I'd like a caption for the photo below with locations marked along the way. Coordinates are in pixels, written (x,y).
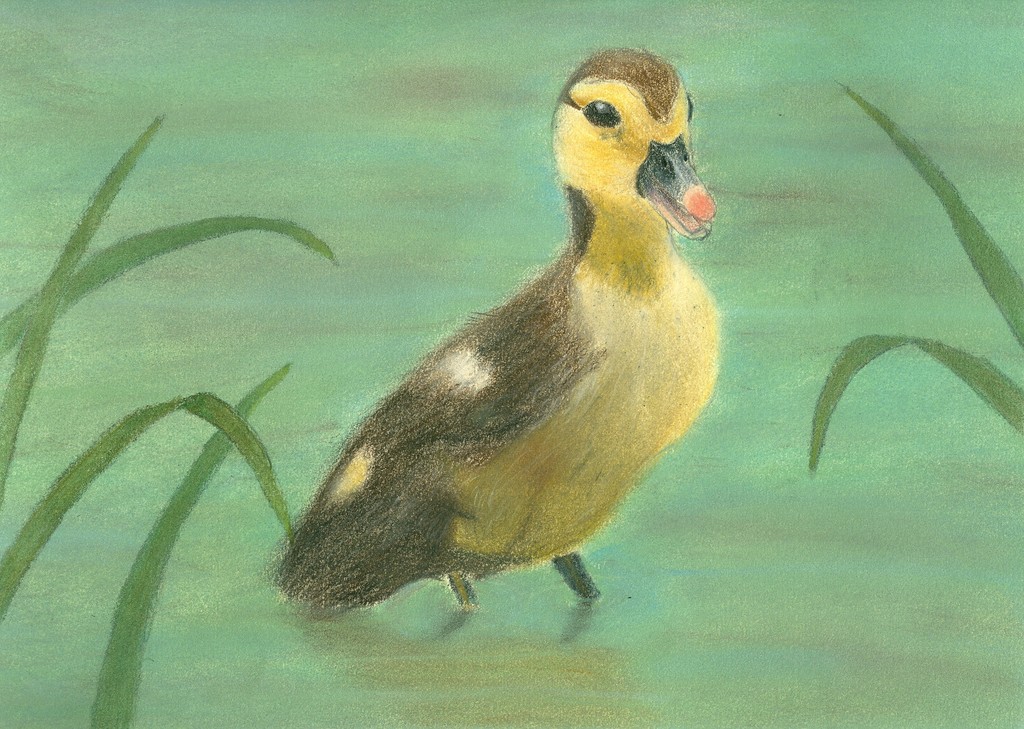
In this picture we can see a painting (243,393) of a bird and leaves (268,496).
